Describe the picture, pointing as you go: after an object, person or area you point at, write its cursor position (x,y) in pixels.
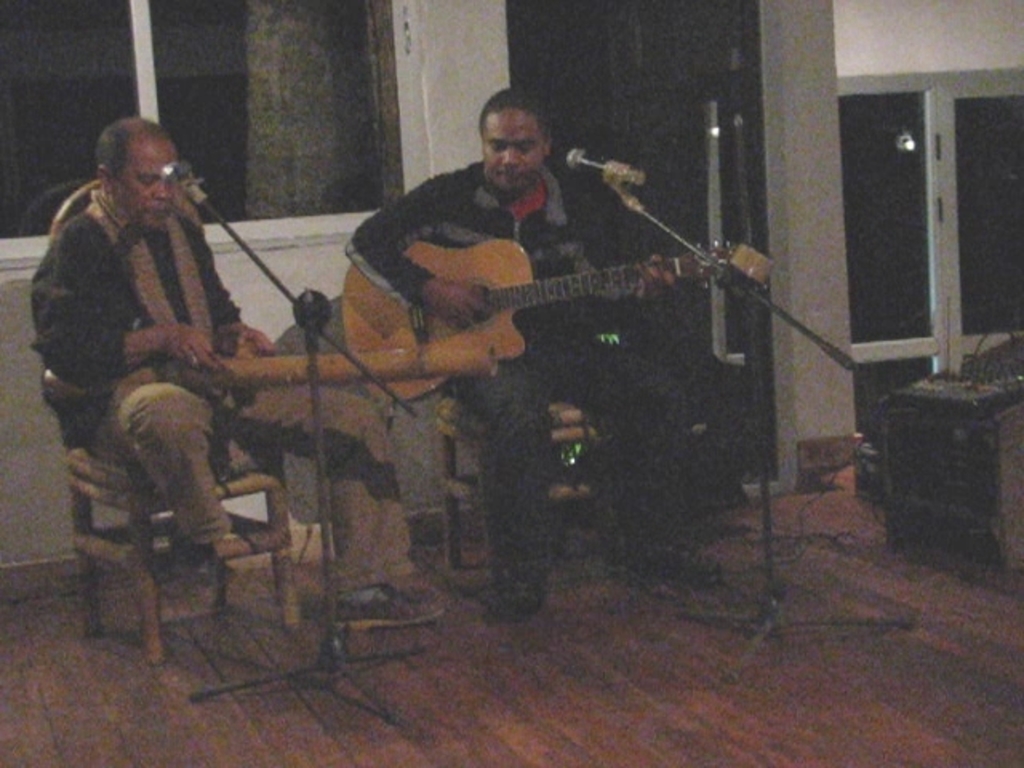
The image is taken in the room (622,83). In the center of the image (679,490) there are two people (492,588) sitting the man (489,568) sitting on the right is playing guitar (396,306) there is a mic (767,566) placed before him next to him there is another man (96,288) who is playing a musical instrument (261,377). On the right (945,546) there is a speaker (944,461). In the background (897,266) we can see doors (858,108), window (234,102) and a curtain (333,114).
